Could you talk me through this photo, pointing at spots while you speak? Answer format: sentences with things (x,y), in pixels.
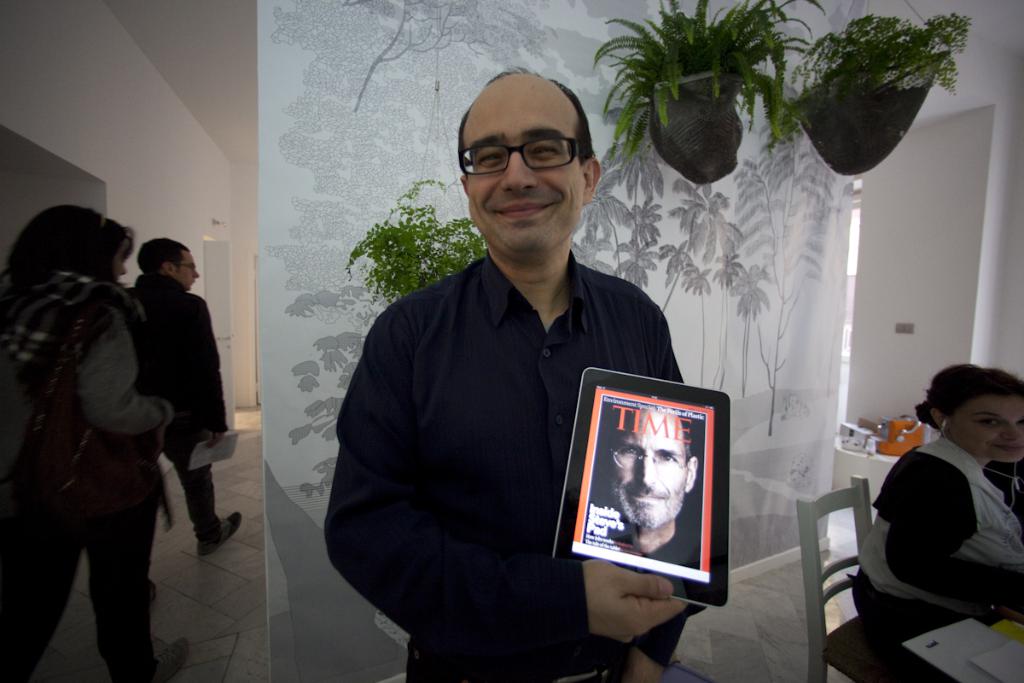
In this picture there is a man (541,279) wearing black color shirt (562,465) holding a tablet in the hand (656,595) smiling and giving a pose into the camera. Behind there is a wall (343,252) with white color wall paper (713,251) and a woman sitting on the chair (836,503). On the left side (47,359) there are two persons (157,323) walking in the lobby (232,274).
